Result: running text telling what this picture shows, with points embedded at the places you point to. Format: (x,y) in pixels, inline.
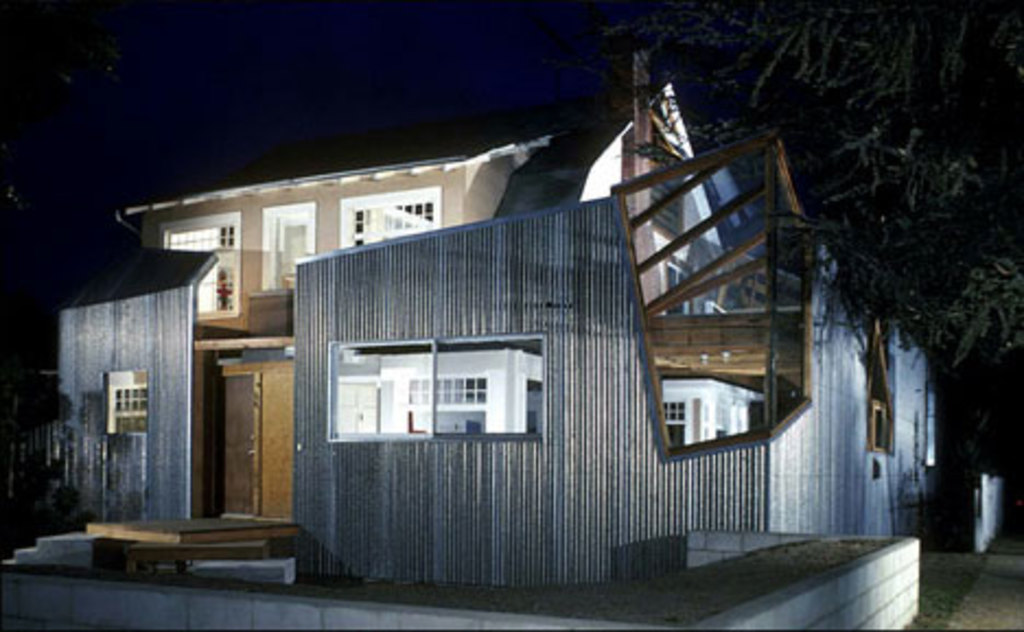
This picture is clicked outside. In the foreground (189,612) we can see the stairs (62,551), bench (218,547) and some objects (527,623). In the center (575,345) we can see the building (508,310) and we can see some wooden objects (687,169). On the right (894,99) we can see the tree (910,170). In the background (403,64) we can see the sky (251,78). In the left corner (61,33) we can see the green leaves (45,75).
